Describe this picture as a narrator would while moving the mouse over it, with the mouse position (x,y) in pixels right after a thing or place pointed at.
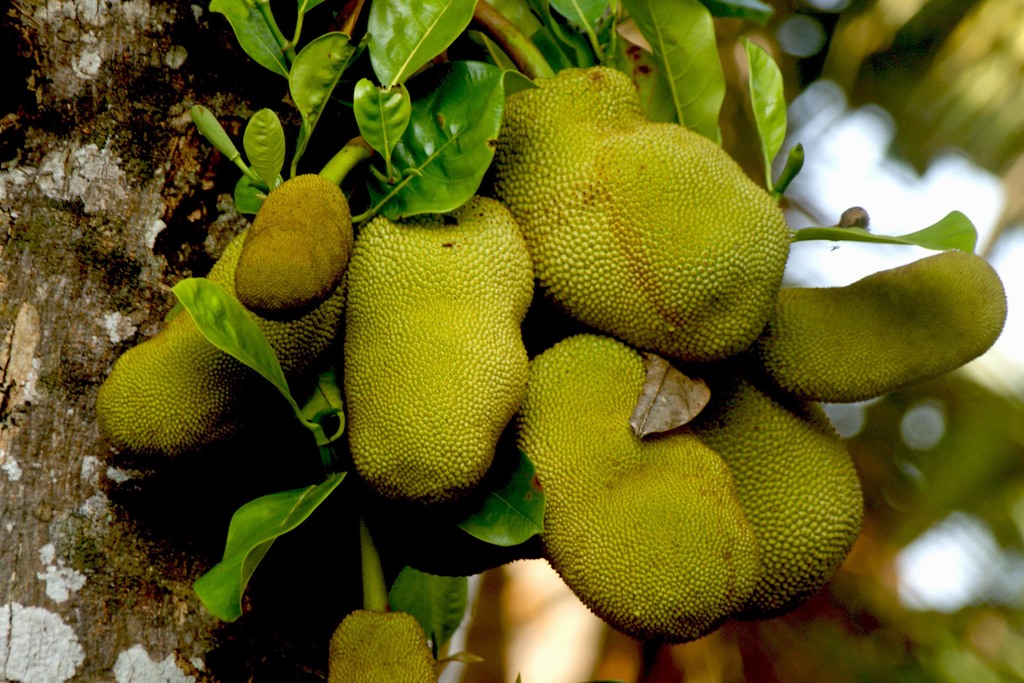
In this picture we can observe jackfruits (563,385) which are in green color. We can observe a tree (55,353) on the left side (112,635). The background (897,124) is completely blurred.
